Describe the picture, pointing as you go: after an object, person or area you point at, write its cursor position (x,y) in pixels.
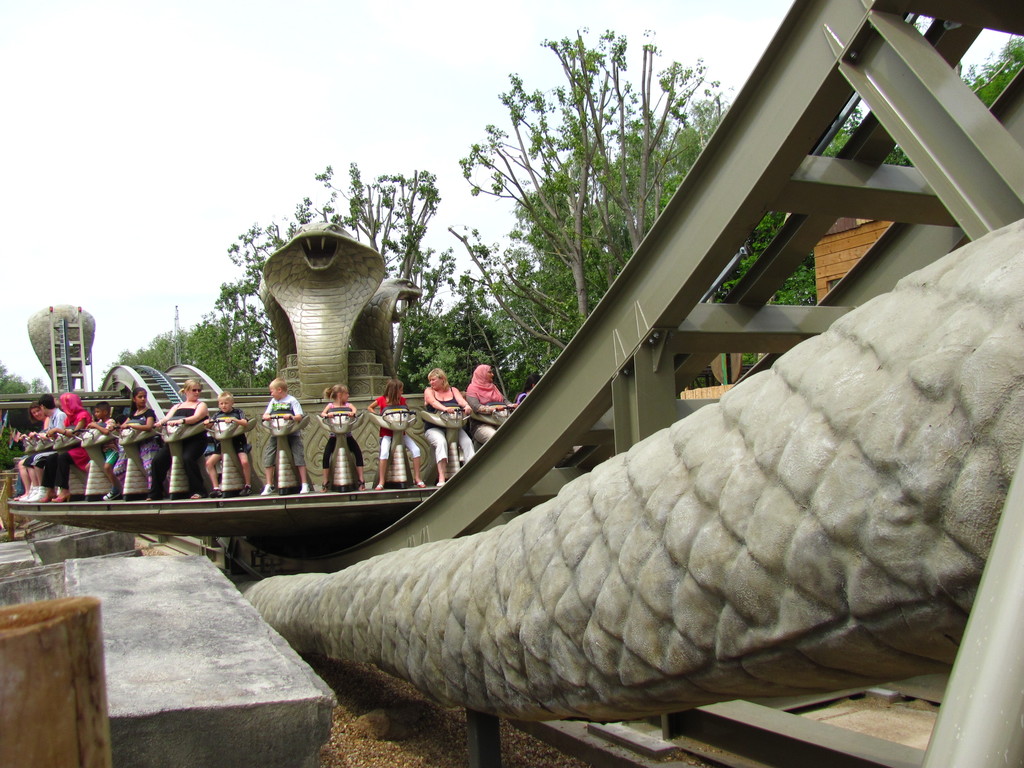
In the image there are some people (161,456) taking an amusement ride (365,501), behind the ride (347,338) there are trees (587,296).
